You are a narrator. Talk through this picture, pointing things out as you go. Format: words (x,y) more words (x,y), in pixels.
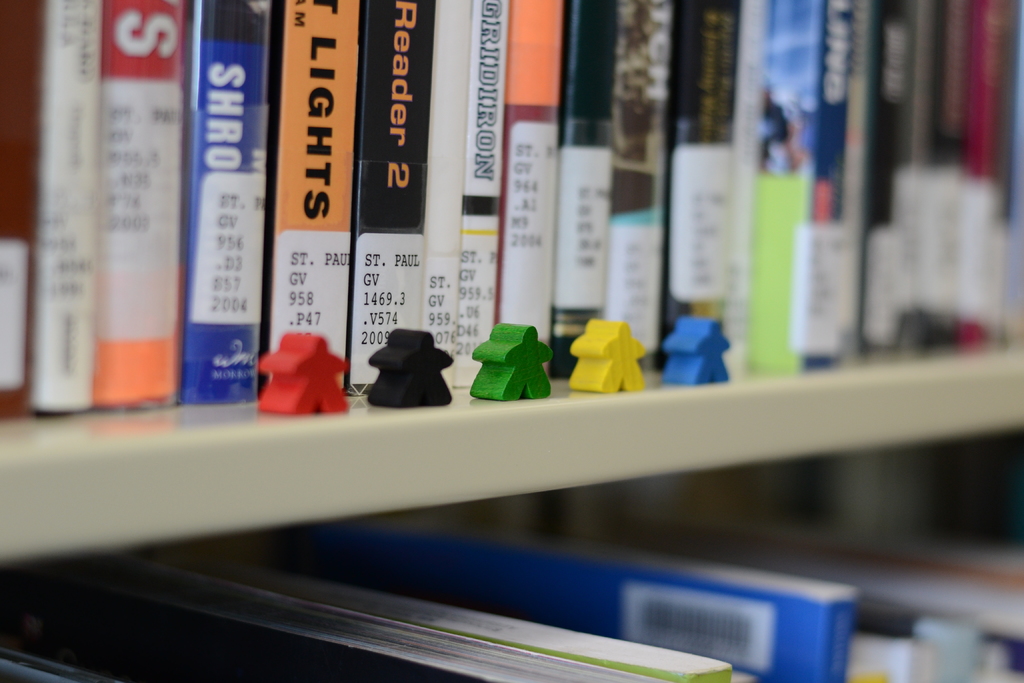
In this image there is a book rack (549,257). There are colorful objects (444,357).
